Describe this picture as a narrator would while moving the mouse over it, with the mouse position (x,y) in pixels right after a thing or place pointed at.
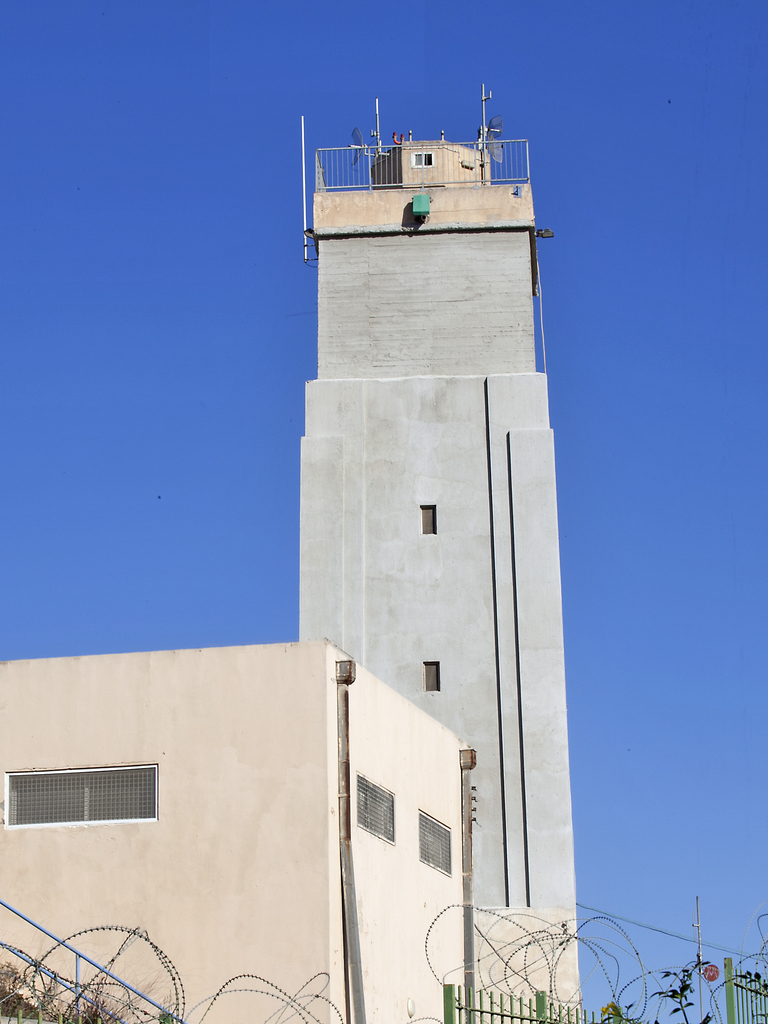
In this picture I can see some buildings (367,633), fencing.
